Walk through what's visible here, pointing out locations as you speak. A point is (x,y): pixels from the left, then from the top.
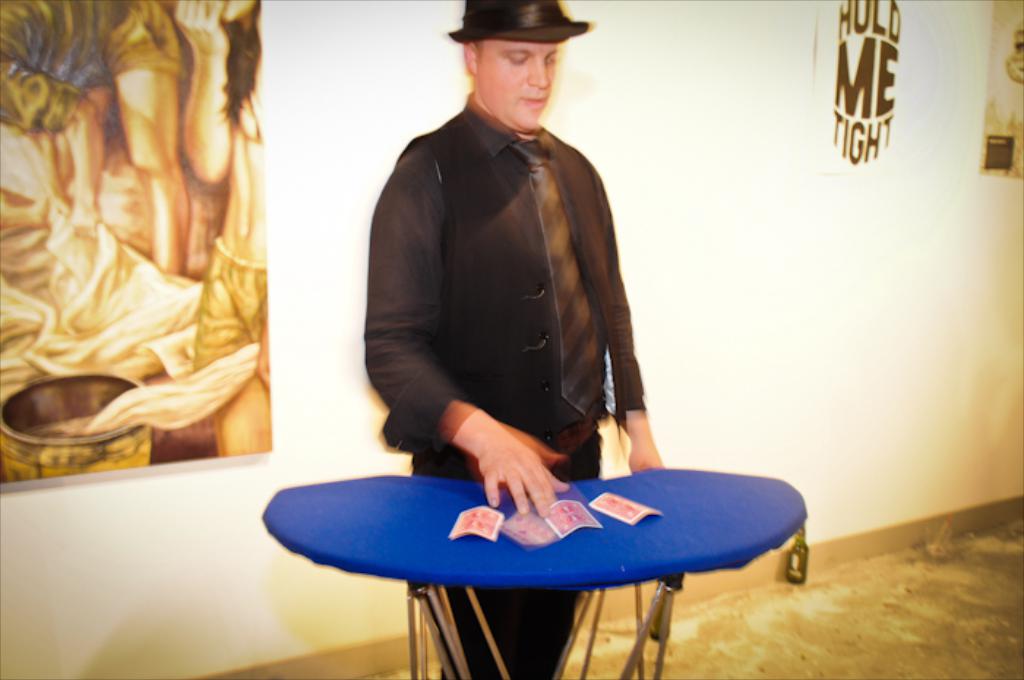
In the middle of the image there is a table (618,530) with cards (580,513). Behind the table (603,531) there is a man (572,337) with a hat (550,20) on his head (548,18). Behind the man (548,18) there is a wall (746,173) with a frame (124,355) and a poster (903,57).
